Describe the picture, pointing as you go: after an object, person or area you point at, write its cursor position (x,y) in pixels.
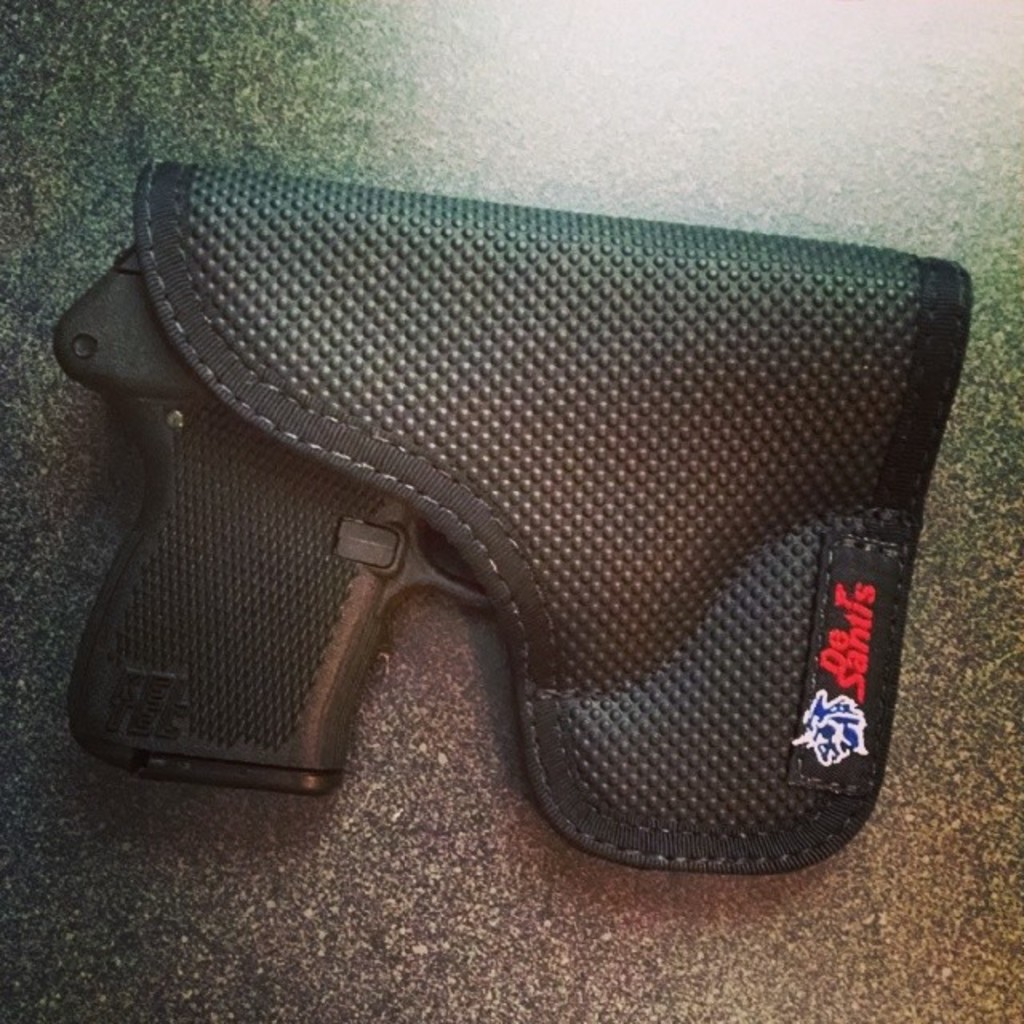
In this image we can see a gun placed in a case (674,573) on the surface (412,907).
